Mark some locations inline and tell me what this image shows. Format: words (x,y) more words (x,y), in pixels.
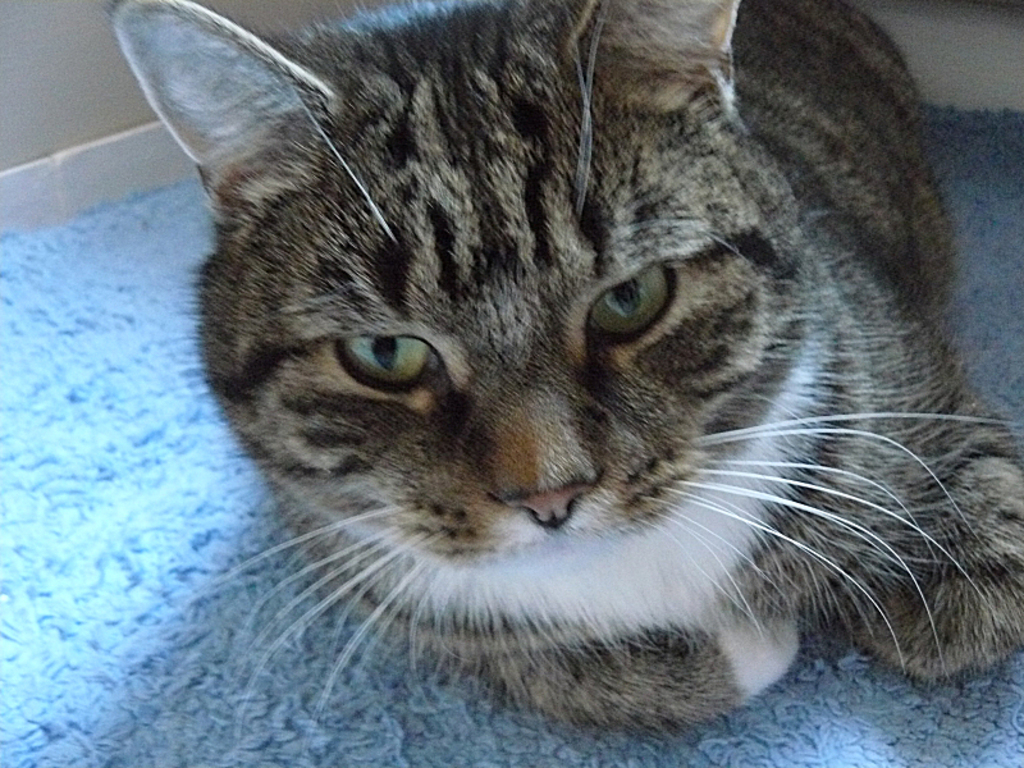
This picture shows a cat (919,396) on the floor mat (151,627). The cat (766,345) is white, black and light brown in color.
